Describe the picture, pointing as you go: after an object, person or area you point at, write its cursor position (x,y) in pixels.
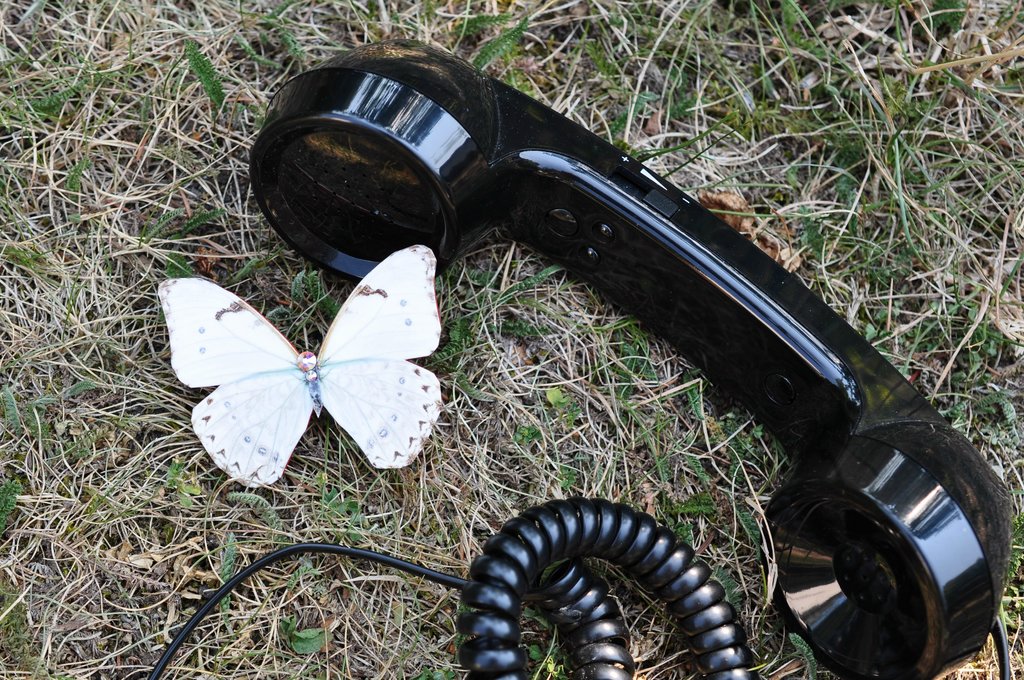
In this image I can see a black colored telephone (683,247) and telephone wire (502,563) on the ground (654,662). I can see a white colored butterfly (348,393) and some grass (526,339) on the ground (706,129).
